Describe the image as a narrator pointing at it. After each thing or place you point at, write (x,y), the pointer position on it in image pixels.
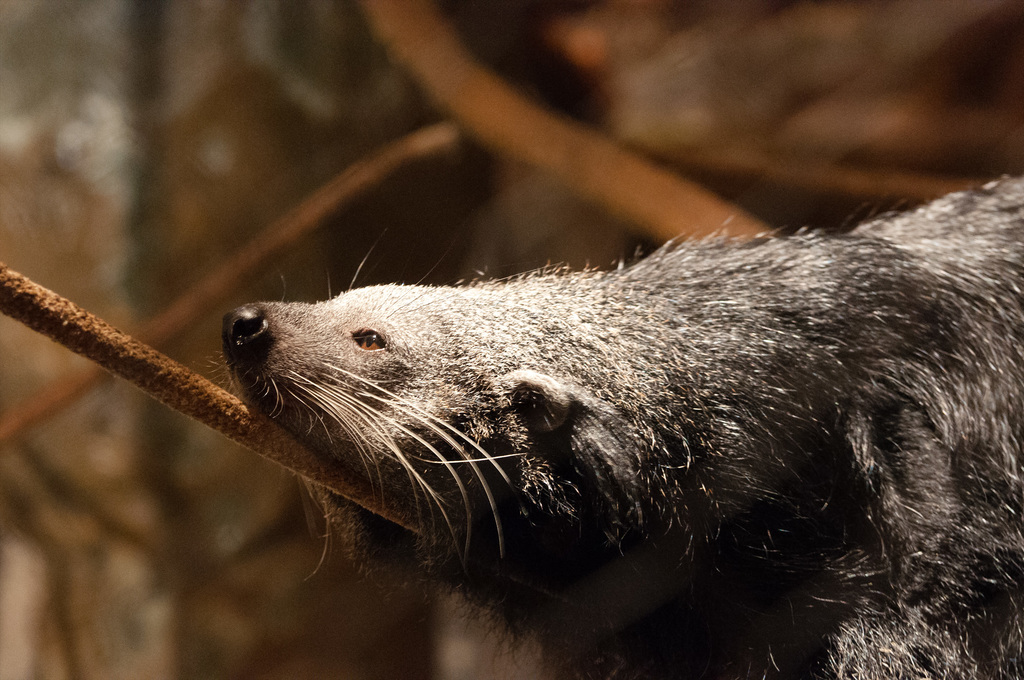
In this image we can see a binturong (617,409) on a branch (298,446), and the background (162,300) is blurred.
